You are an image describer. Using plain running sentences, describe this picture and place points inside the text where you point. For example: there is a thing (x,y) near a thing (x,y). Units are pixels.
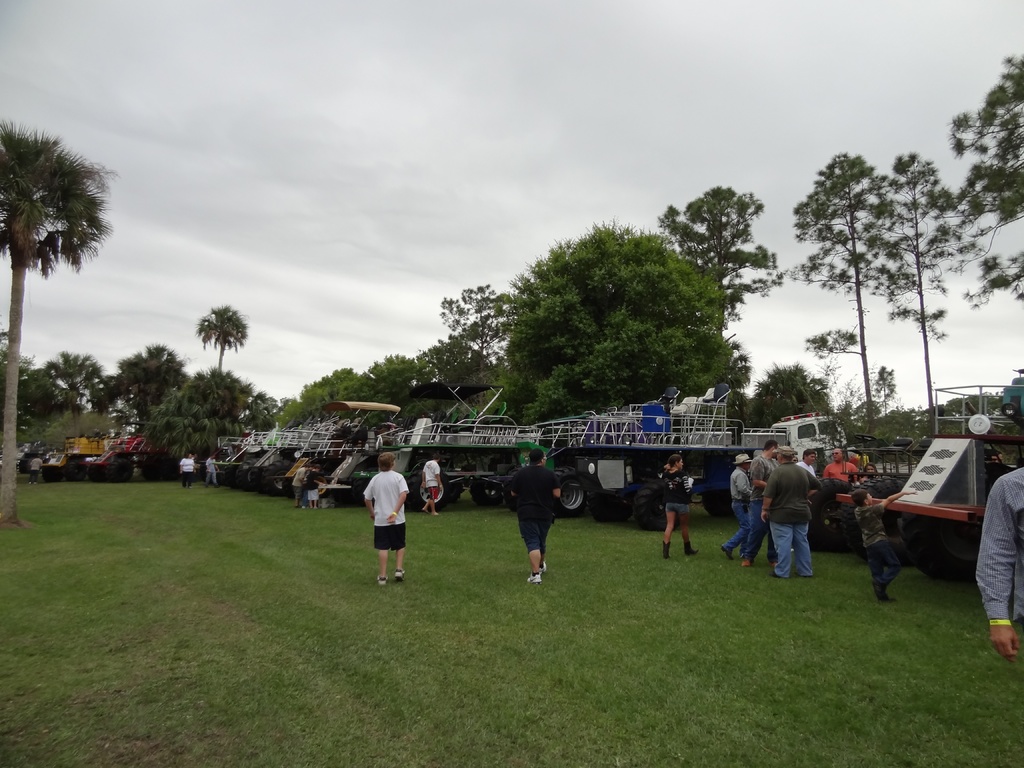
There are some persons (377,497) standing on a grassy land (486,543) as we can see at the bottom of this image (523,550). There are some vehicles (440,472) parked beside to these persons (737,468). There are some trees (578,414) in the background (566,391), and there is a sky (441,221) at the top of this image (313,186).
